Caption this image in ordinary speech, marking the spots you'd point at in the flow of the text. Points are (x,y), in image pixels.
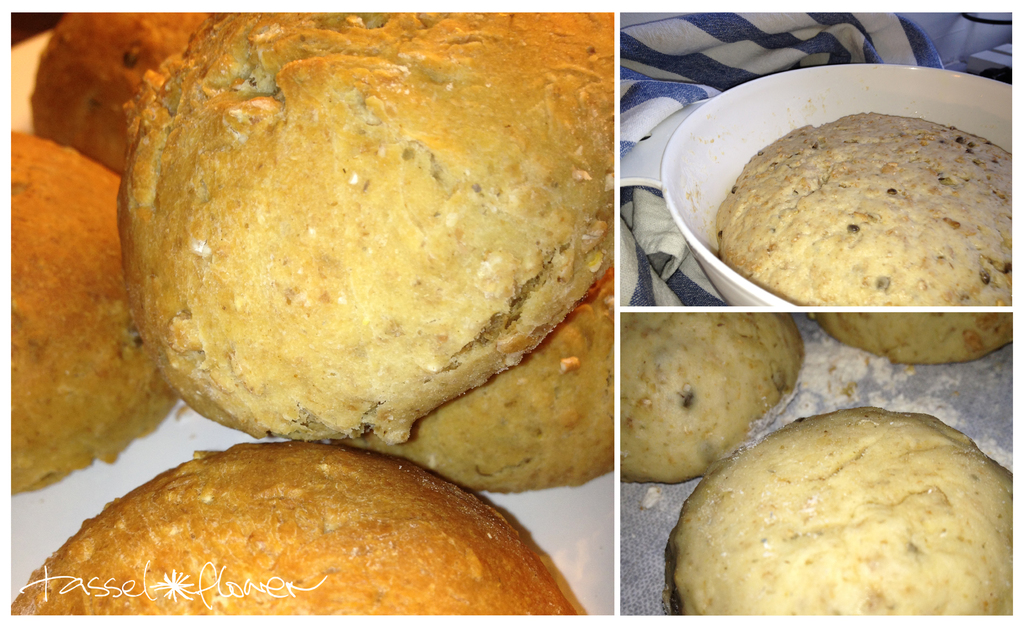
The picture is a collage of three images. In the picture we can see bread rolls (524,262). On the right (714,40) at the top (661,97) there is a cloth (810,44) also.
